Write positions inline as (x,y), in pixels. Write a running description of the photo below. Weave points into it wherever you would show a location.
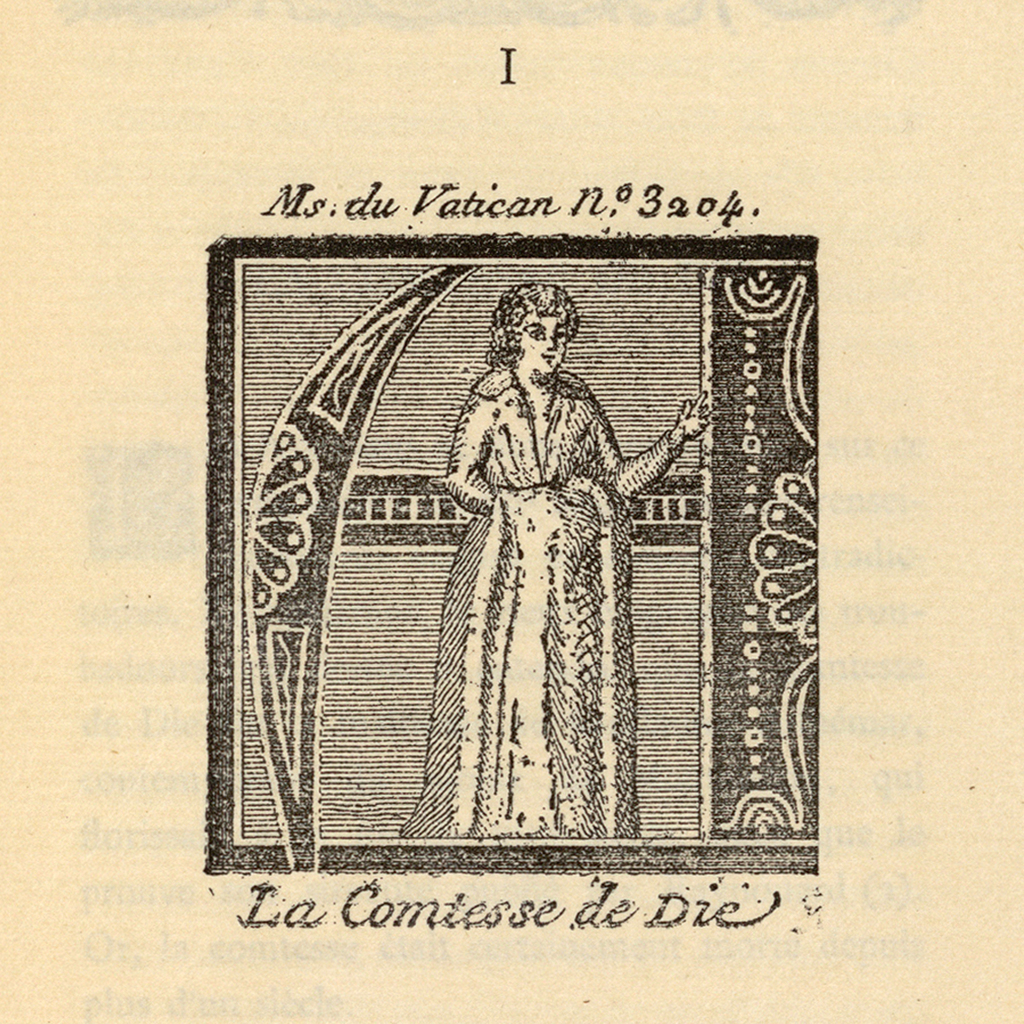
This image consists of a paper (851,537) with an image (574,804) of a woman (520,586) and there is a text (501,906) on it.
